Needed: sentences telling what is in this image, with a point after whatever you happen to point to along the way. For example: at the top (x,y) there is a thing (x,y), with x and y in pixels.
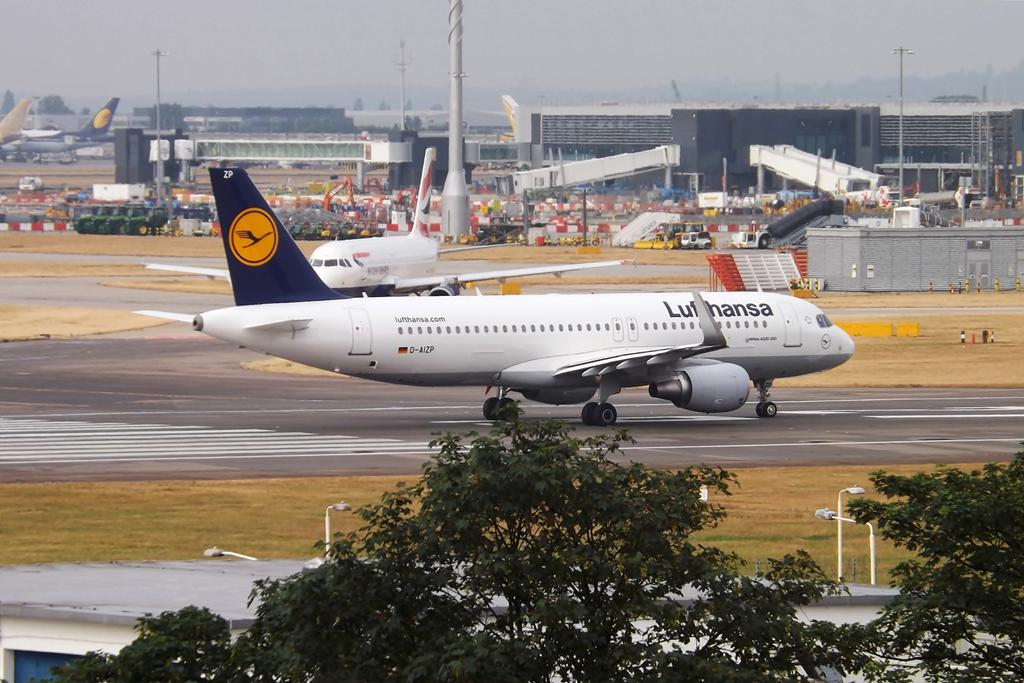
In this image we can see the airplanes (394,374) on the runway (410,417). We can also see some poles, fence (774,262), barriers (767,279), some vehicles (496,236) on the ground (509,246), buildings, a group of trees (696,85) and the sky (724,66) which looks cloudy.
